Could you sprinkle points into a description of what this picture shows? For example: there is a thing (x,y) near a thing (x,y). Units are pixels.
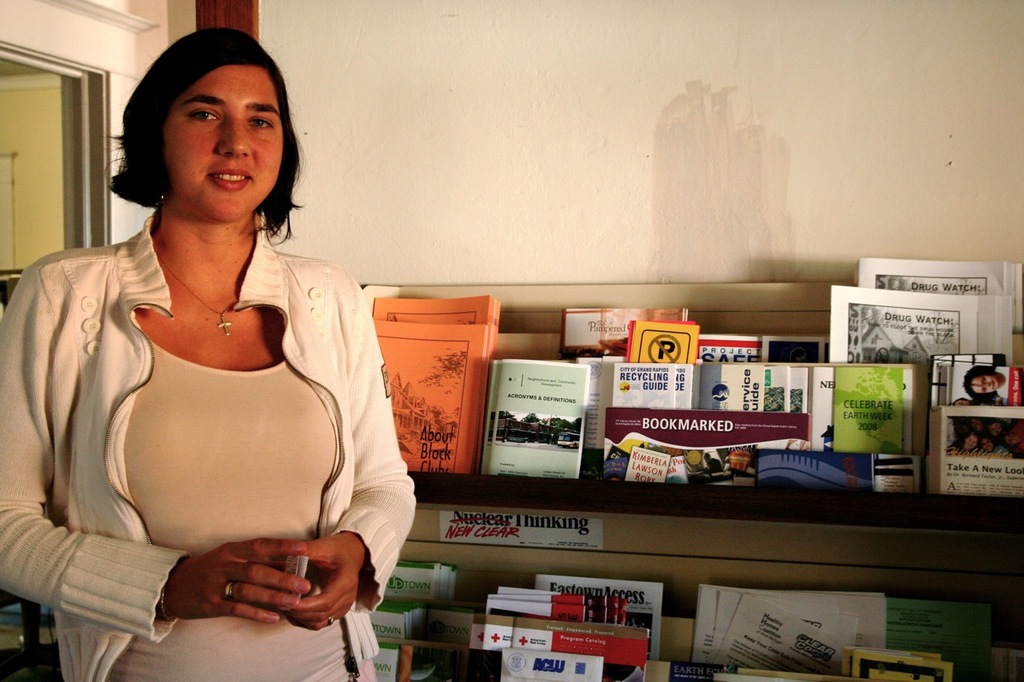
In this image there is a woman (223,485) standing. She is holding an object (301,571) in her hand (267,592). Behind her there are books (521,436) in the rack (417,643). Behind the rack (482,406) there's a wall (632,60). To the left (88,175) there is a door (81,162).
